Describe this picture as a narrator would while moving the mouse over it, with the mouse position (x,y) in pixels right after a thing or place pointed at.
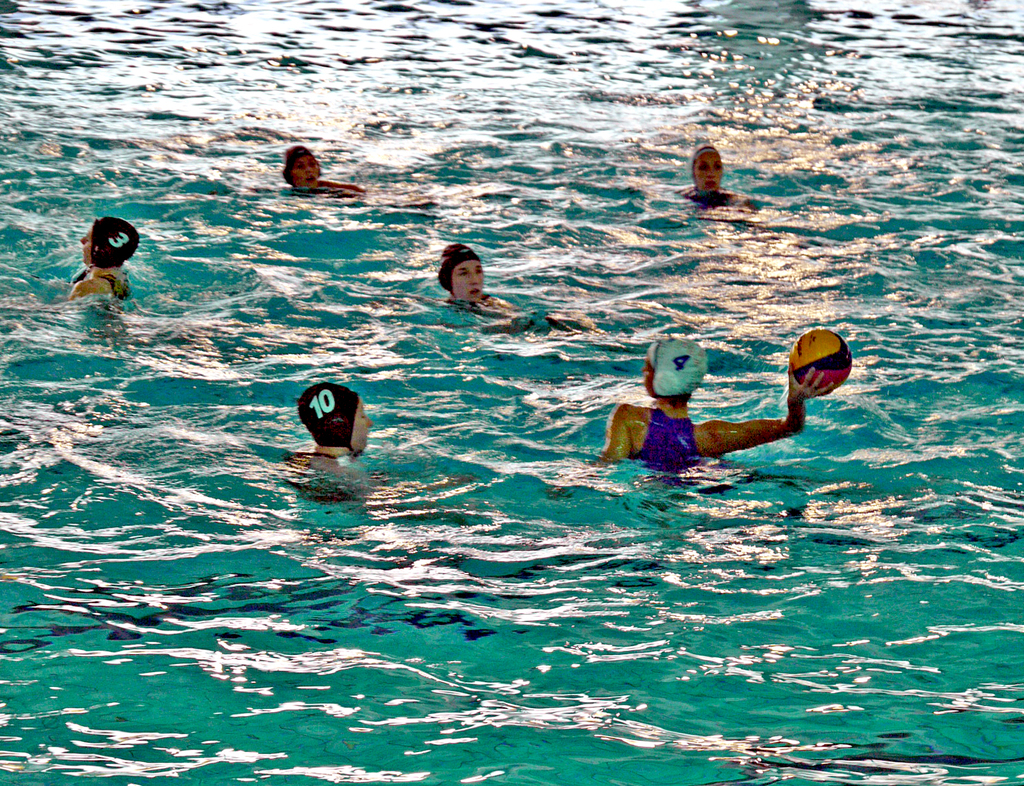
In this image few people (686,356) are in the water (607,409). They are wearing caps (656,362). Right side (808,361) a person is holding a ball (801,373) in his hand (790,379).
